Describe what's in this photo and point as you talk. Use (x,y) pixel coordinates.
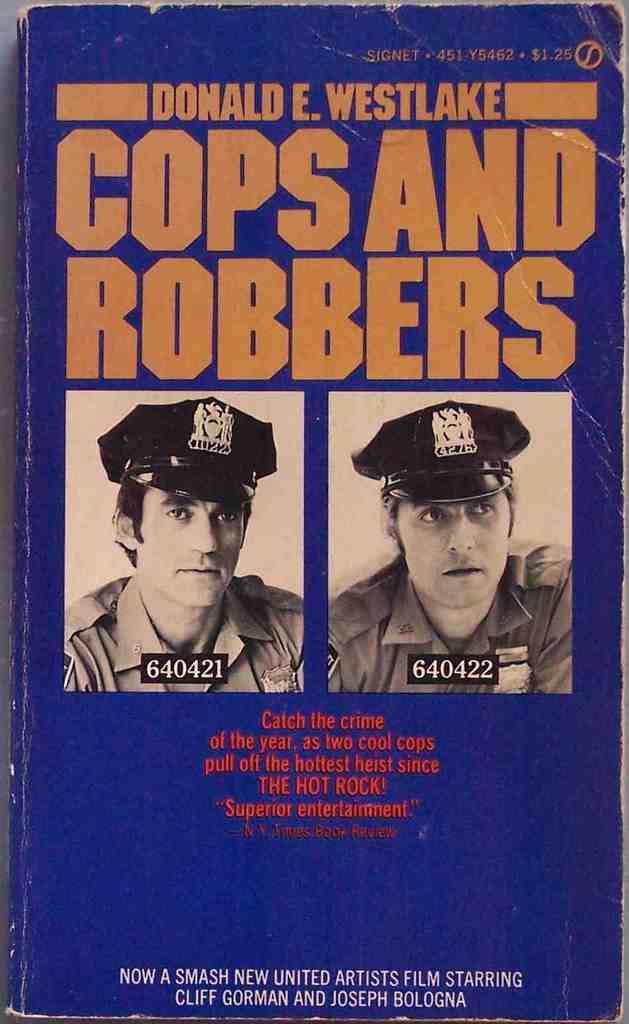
This image consists of a book (176,210). On the book (304,294), I can see some text (203,270) and two images (253,545) of persons (254,632).
